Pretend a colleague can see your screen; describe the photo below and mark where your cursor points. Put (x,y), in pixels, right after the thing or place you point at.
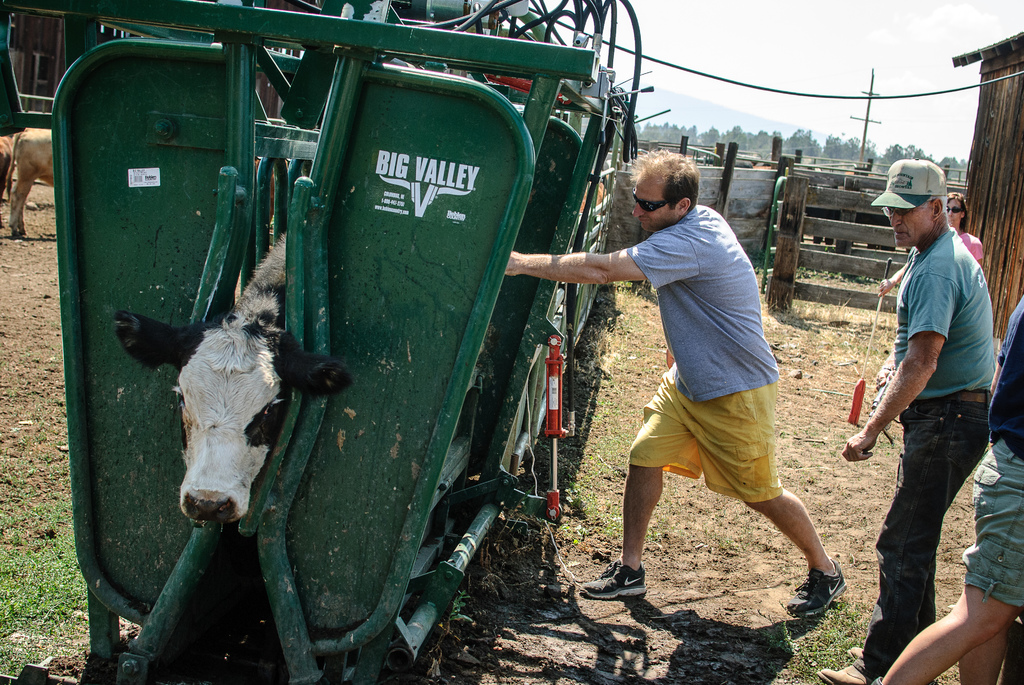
In this image we can see a group of people (1021,347) standing on the ground (874,383). One woman (967,240) is holding a stick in her hand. On the left side of the image (7,161) we can see some animal (15,193) on the ground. One animal (218,408) is inside a metal frame (131,571) containing some pipes (476,537) and cables (614,112). In the background (652,134), we can see a fence (814,205), shed (1008,102), a pole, hill (754,129) and group of trees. At the top of the image (753,43) we can see the sky (677,10).
